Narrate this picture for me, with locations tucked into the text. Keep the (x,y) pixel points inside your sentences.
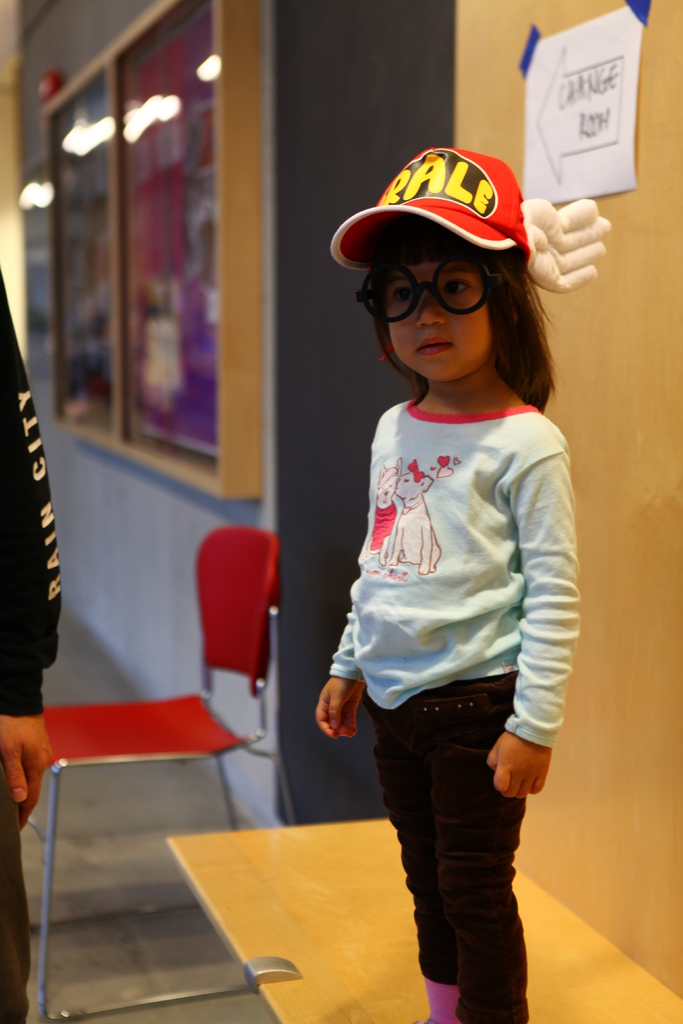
In this picture there is a girl (447,641) with red cap (486,181) is standing. On the left side of the image (36,510) there is a person (23,807). At the back (268,547) there is a chair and there is a board (168,416) on the wall (43,386) and there are posters (199,53) on the board (121,388) and there are reflections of lights (180,100) on the mirror (180,179) and there is a paper (571,34) on the wall (678,170) and there is text (597,131) on the paper (588,122). At the bottom (155,928) there is a floor (145,886).
